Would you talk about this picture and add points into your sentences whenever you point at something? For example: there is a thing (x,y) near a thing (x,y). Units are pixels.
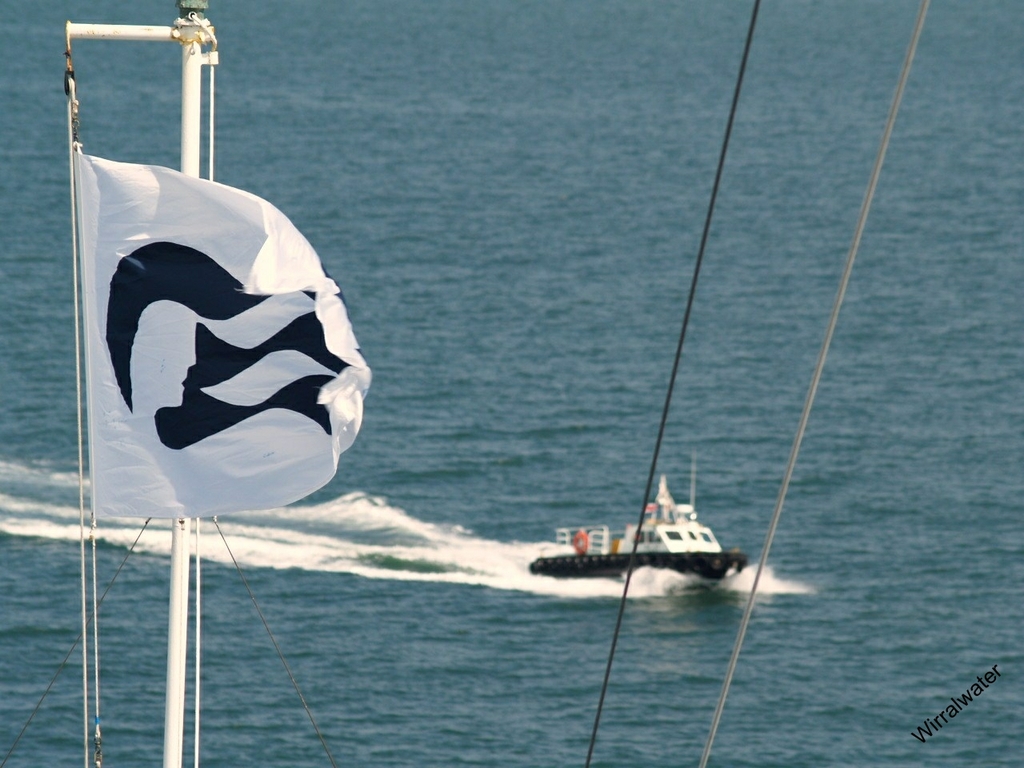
In the image we can see there is an ocean (828,597) in between there is a boat (558,575) which is travelling and over here there is a flag (106,362) which is of white colour and on it there are waves (234,307) which are of navy blue colour.
